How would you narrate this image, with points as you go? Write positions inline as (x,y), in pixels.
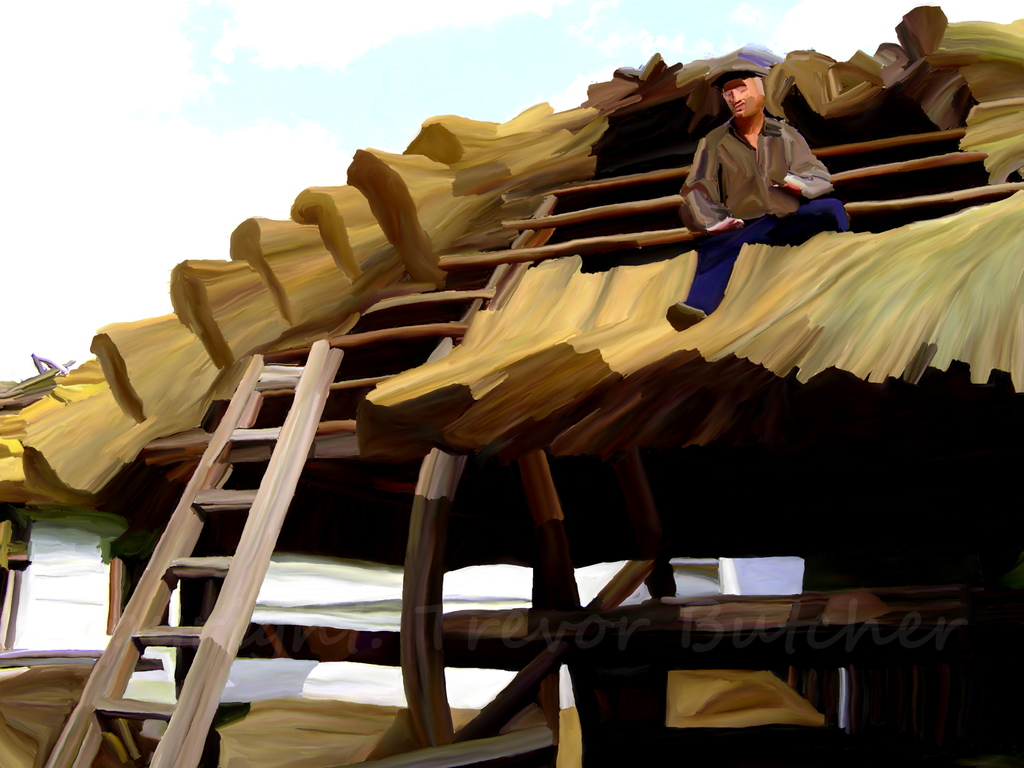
In this picture, this is a painting and in the painting a man (681,195) is sitting on the roof top (698,323), ladder (176,637) and behind the person (717,158) there is a sky (216,128).
